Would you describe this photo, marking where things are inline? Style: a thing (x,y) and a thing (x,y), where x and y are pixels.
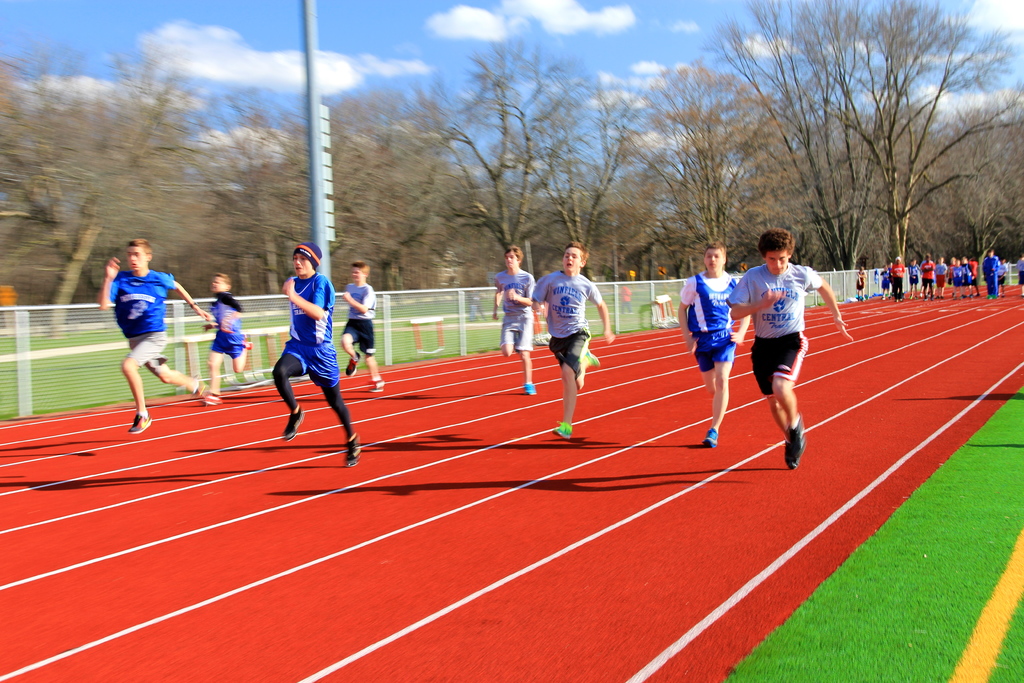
In this picture there are group of people (533,315) running. At the back (72,325) there are group of people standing and there is a fence (445,353) and there are trees (381,276) and there is a pole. At the top (523,51) there is sky (368,29) and there are clouds (174,38). At the bottom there is grass (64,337).
